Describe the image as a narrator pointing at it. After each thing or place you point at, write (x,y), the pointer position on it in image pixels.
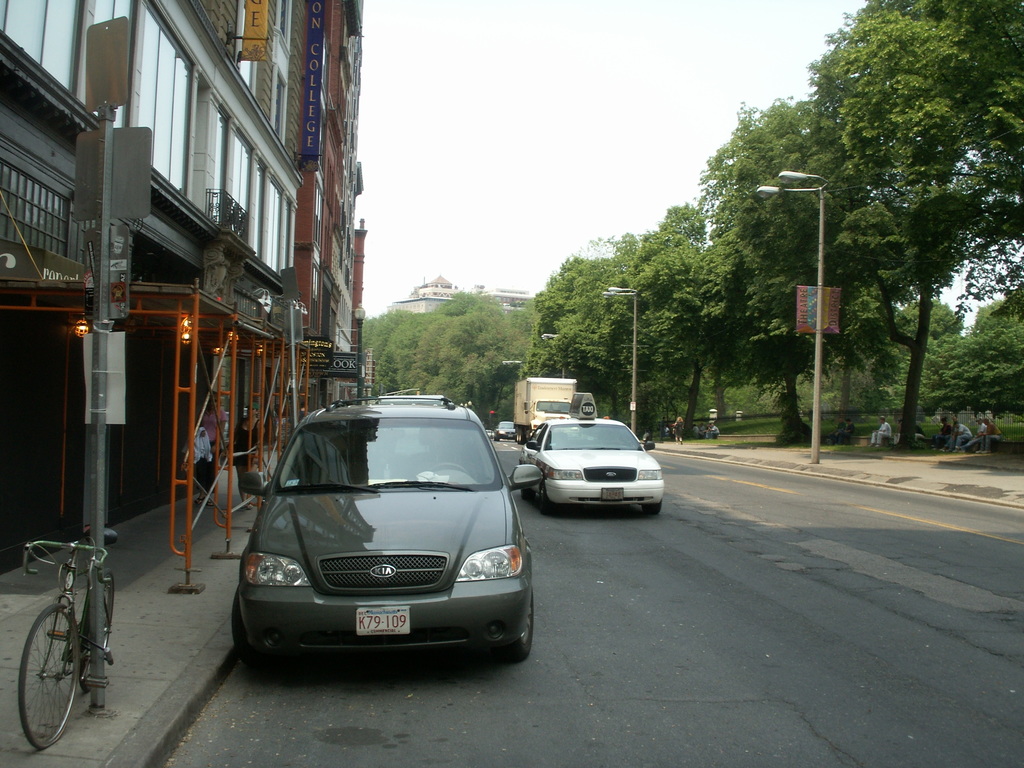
As we can see in the image there are buildings (141,362), bicycle (72,580), cars (489,514), truck (534,428), street lamps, trees (581,273) and sky (623,127).
